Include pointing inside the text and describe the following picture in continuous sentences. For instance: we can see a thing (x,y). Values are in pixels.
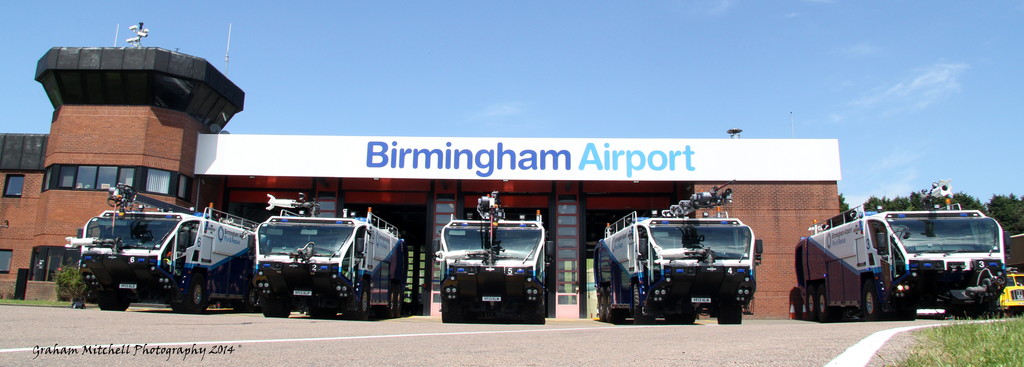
In this image I can see few vehicles (461,269) on the road (605,322). Back I can see a building (165,160) and window (87,186). Building (116,136) is in brown color. I can see trees (1007,210). The sky (581,59) is in white and blue color.
